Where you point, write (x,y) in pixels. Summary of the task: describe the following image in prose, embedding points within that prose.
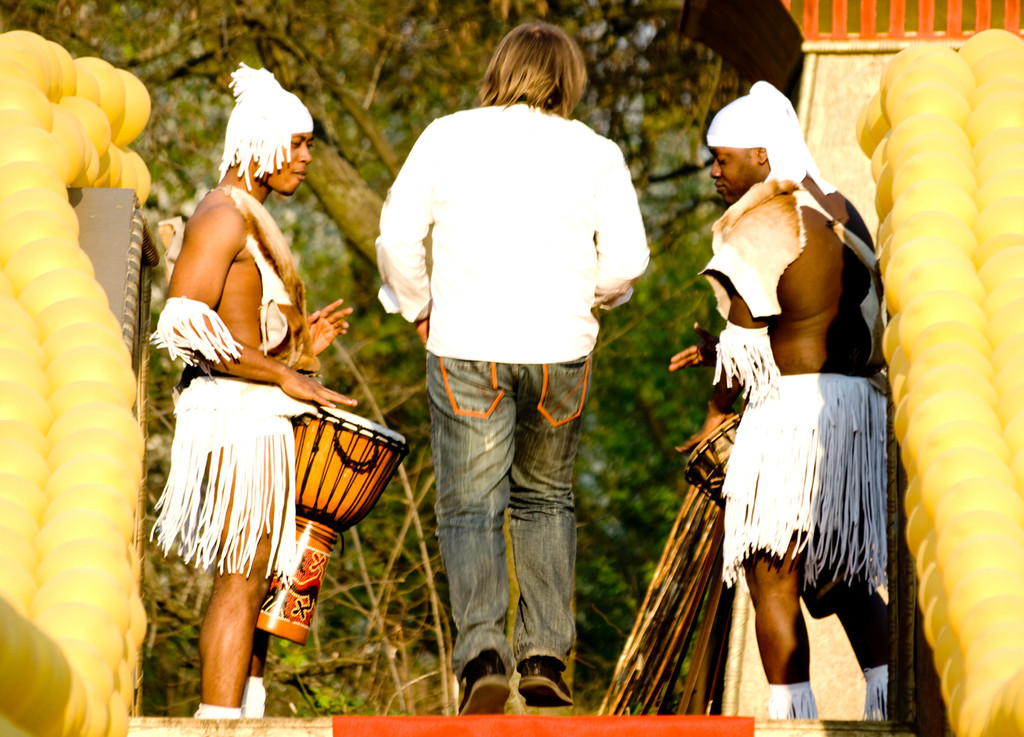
In the image we can see there are three men (518,401) who are standing and the man (496,239) in between is wearing white shirt (532,230) and jeans (509,481) and either sides of the man (472,407) there are two men (266,457) who are holding a drum (390,454). Beside them there are balloons (32,479) which are in a shape of corn. In Front of them there are lot of trees (204,50).
